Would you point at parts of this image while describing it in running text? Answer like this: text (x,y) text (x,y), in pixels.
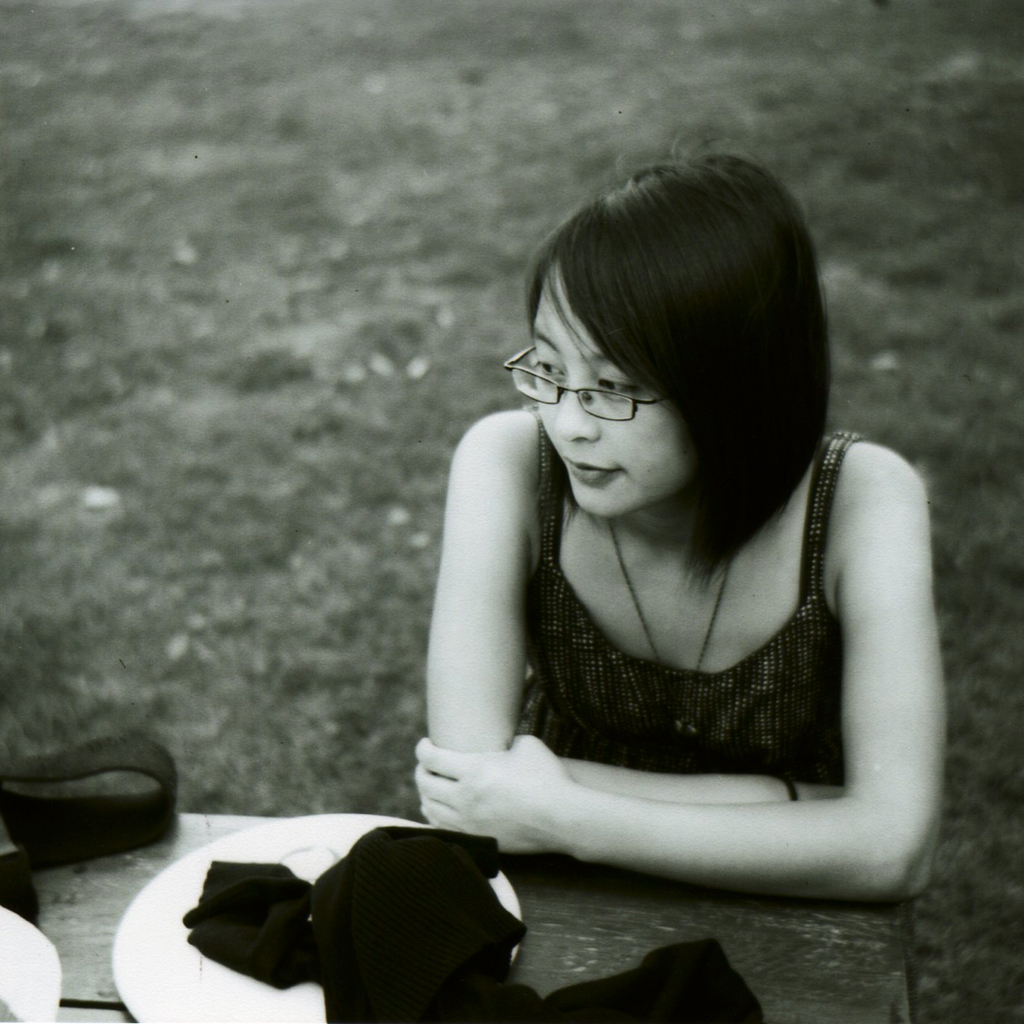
In this image, we can see a person (563,285) wearing clothes (559,639) and spectacles (597,397). There is a table (578,924) at the bottom of the image (574,924) contains a plate (350,840) and cloth (406,923). In the background (365,495), image is blurred.
